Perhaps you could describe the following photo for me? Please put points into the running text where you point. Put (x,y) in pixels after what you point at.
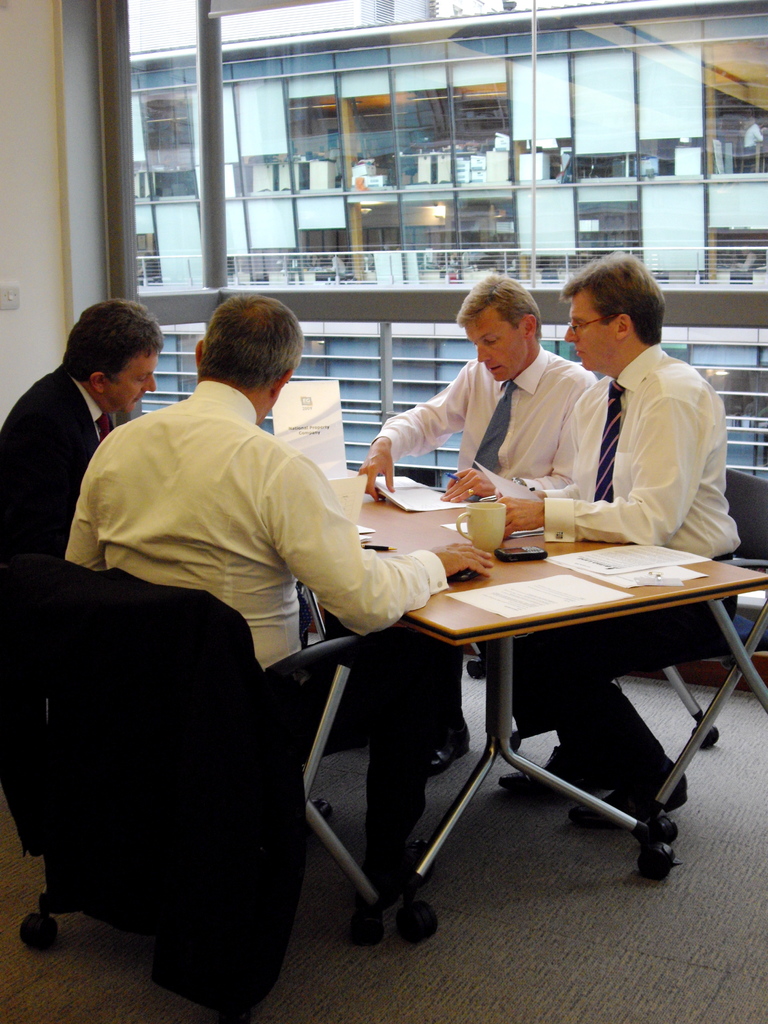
In this image we can see four persons (413,678) are sitting on the chairs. Here we can see a table (615,602). On the table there are papers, cup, and other objects (645,585). In the background (57,35) we can see wall (34,233), glass (267,243), and a building (312,187).
